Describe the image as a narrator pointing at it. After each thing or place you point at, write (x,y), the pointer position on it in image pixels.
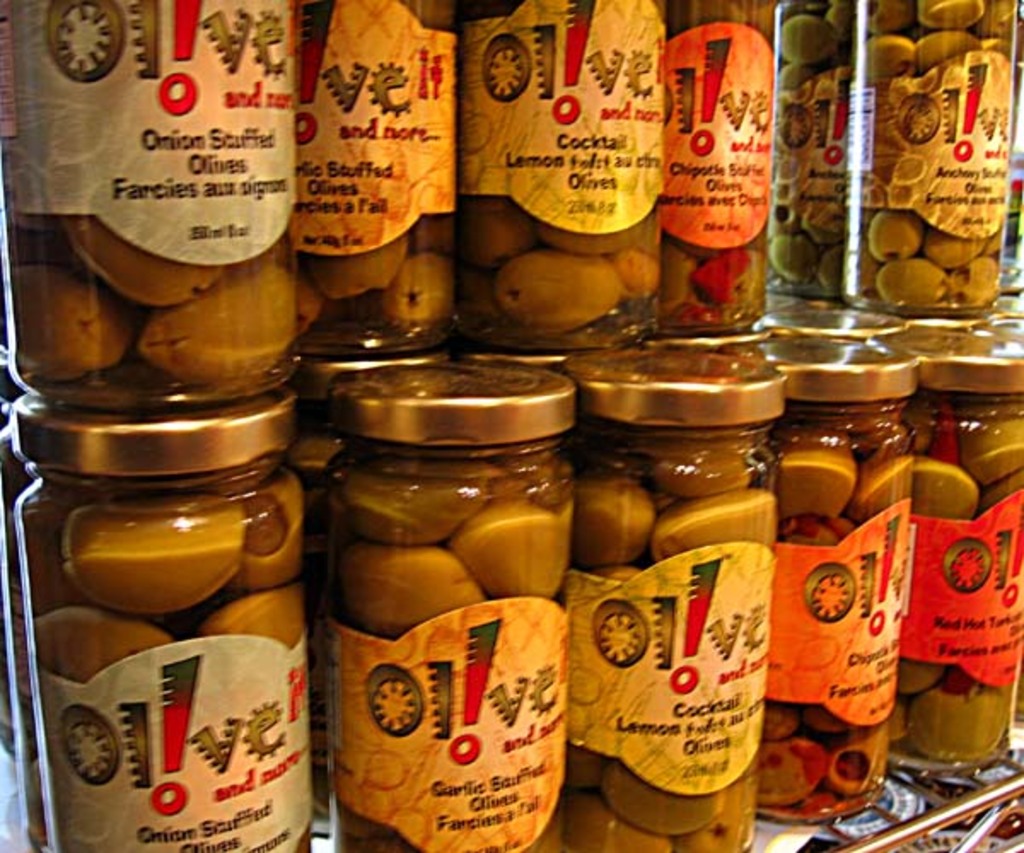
In this image, we can see some bottles (769,549), which are placed on the stand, in the bottles (314,292), we can see some food items (287,297) and a paper (294,76) is attached to a bottle (187,103). On the paper (187,103), we can see some text (201,164).
